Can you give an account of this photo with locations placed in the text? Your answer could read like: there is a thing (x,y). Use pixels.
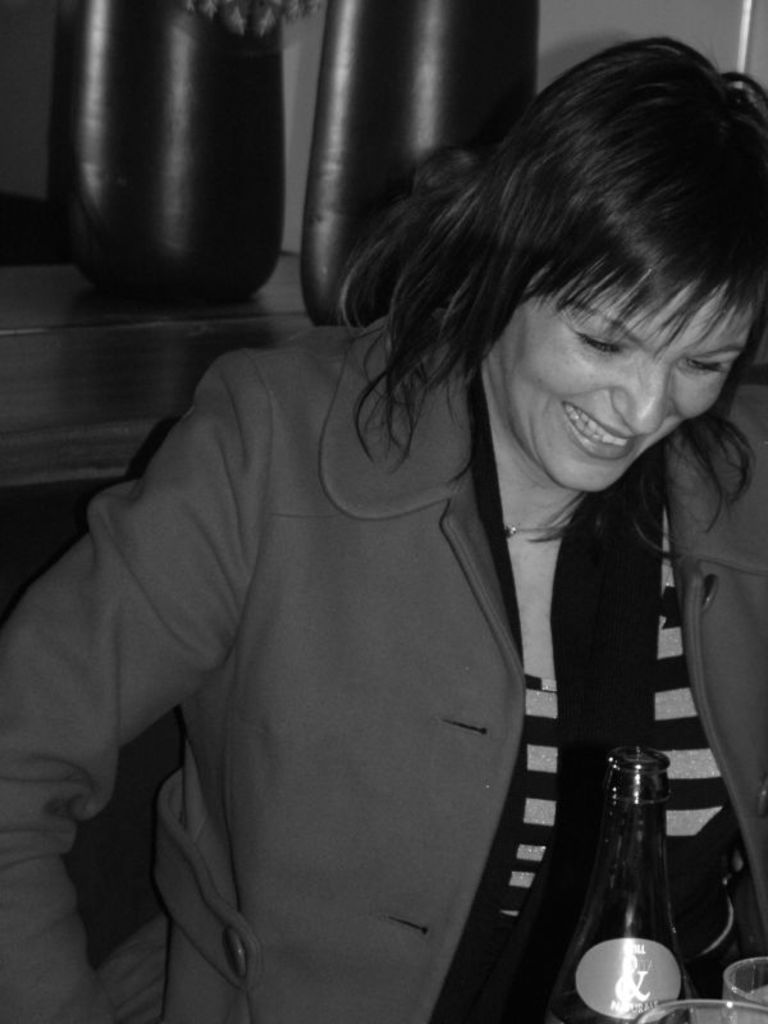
In this image I can see there is a person (482,722) and in front of her there is a bottle (598,941) and glasses (699,1010). And at the back (245,310) there is a table (65,423). On the table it looks like an object (426,88).
